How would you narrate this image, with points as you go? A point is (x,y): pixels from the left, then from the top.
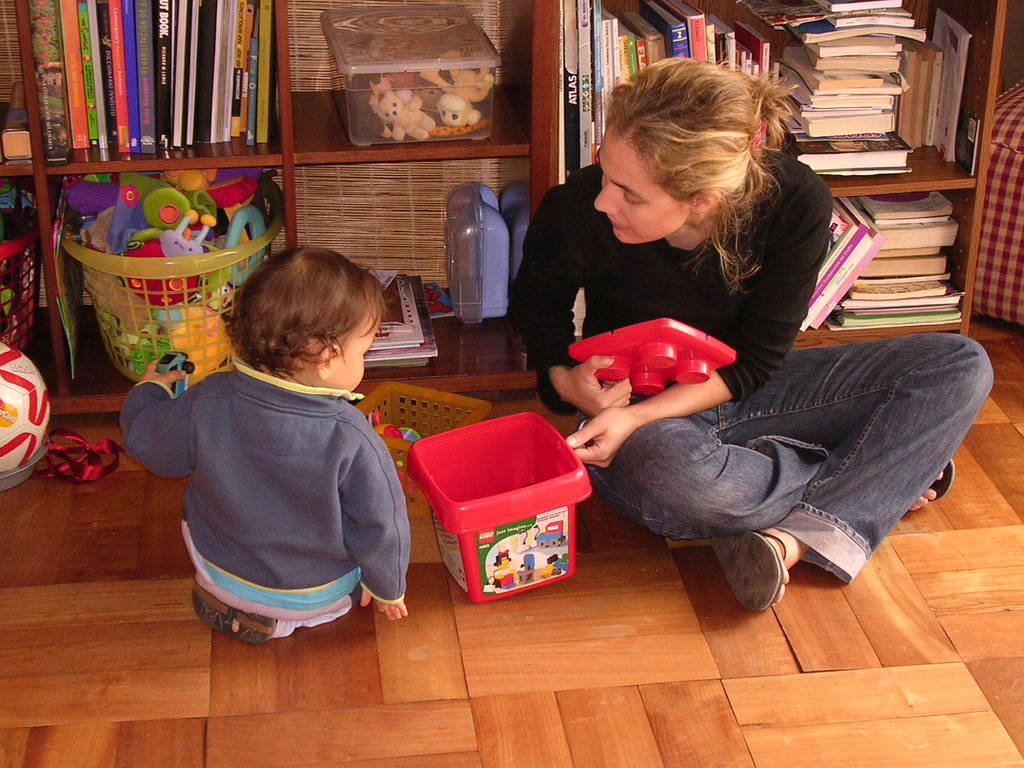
In this image we can see one woman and one child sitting on the floor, there is a wooden shelf (988,49) in the background (915,257), there are few books (921,250), toys (104,246) in a basket (91,246), few objects (423,26) on it.
